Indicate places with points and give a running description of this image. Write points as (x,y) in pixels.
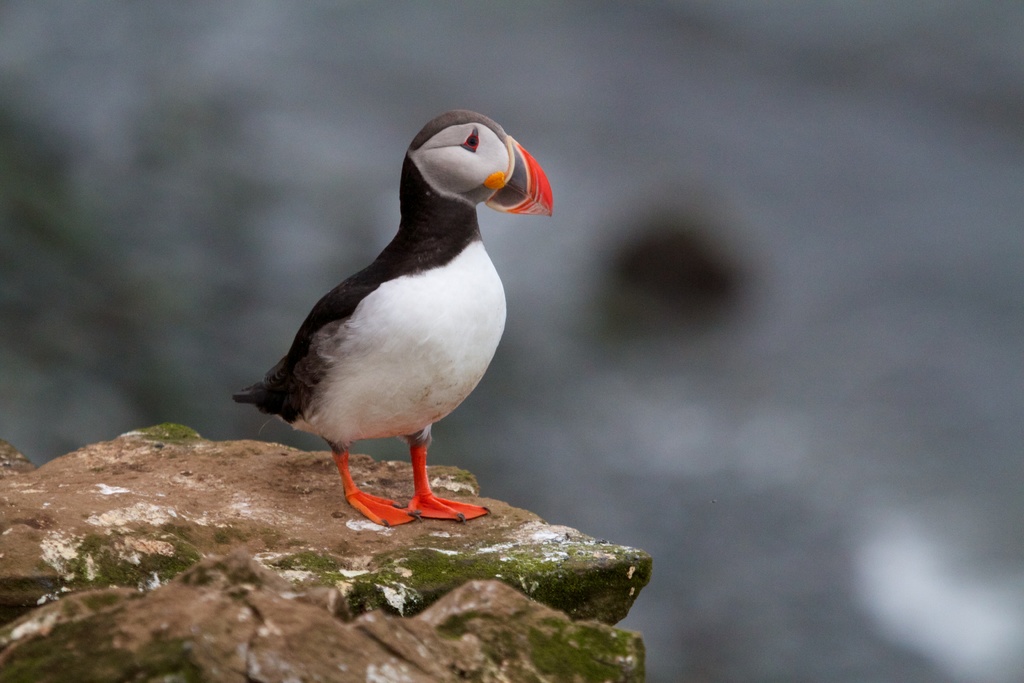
In this image there is a bird (402,305) on the ground (295,500). The background (239,128) is blurry.
